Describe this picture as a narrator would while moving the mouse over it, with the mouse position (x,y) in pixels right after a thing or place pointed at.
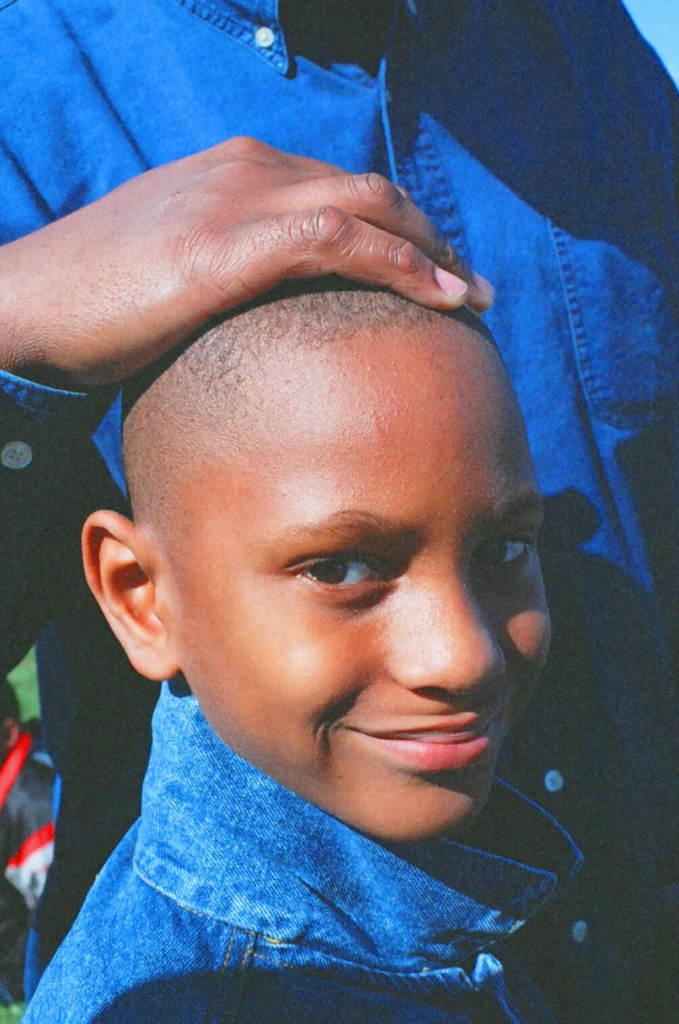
In this picture we can see a boy (148,785) smiling and a person (112,701) standing.
